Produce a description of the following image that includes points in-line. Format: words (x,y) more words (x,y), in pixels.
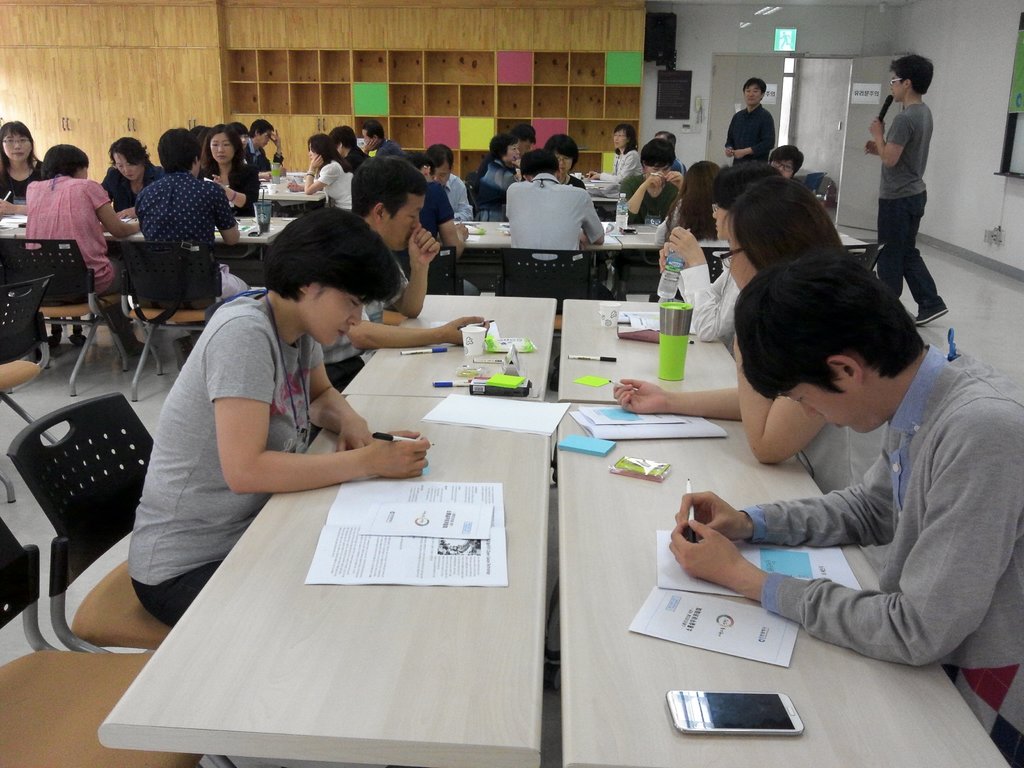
On the background (372,102) we can see cupboards (368,87), door (812,82) and a wall (651,97). We can see two persons (766,125) standing on the floor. Here we can see all the persons (818,410) sitting on chairs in front of a table (473,612) and writing and on the table (674,382) we can see bottles (664,369), pens (459,385), papers (655,596), mobiles (708,691). This is a floor (957,321).
